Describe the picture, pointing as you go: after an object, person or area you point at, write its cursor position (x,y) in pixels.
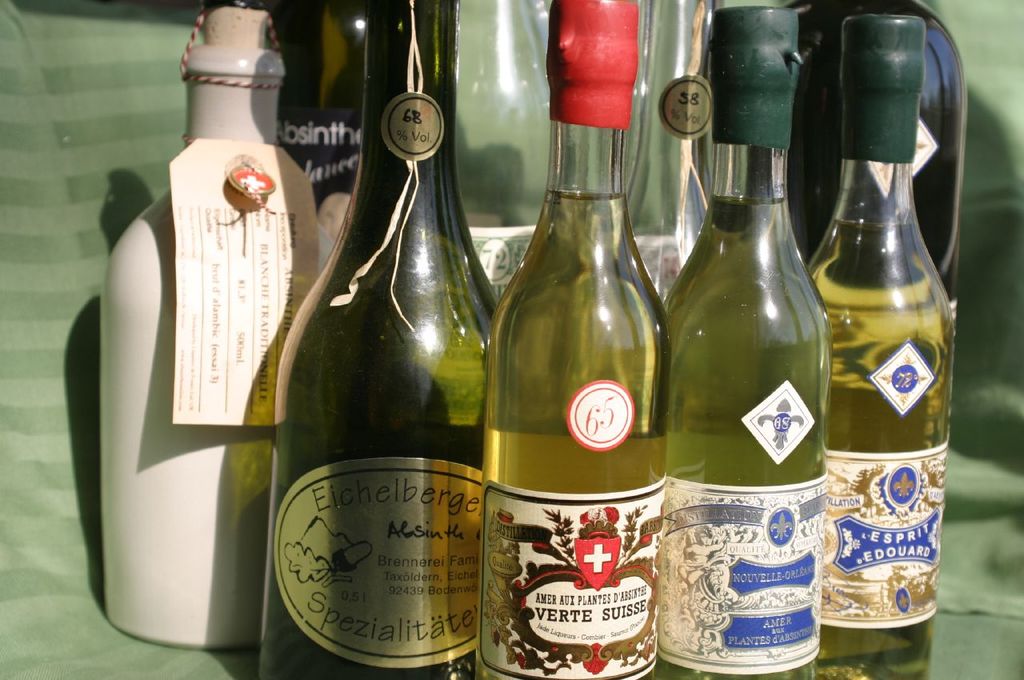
In the image we can see few bottles (763,268) on which it is labelled with text (540,629), which are placed on green color mat (51,267).
